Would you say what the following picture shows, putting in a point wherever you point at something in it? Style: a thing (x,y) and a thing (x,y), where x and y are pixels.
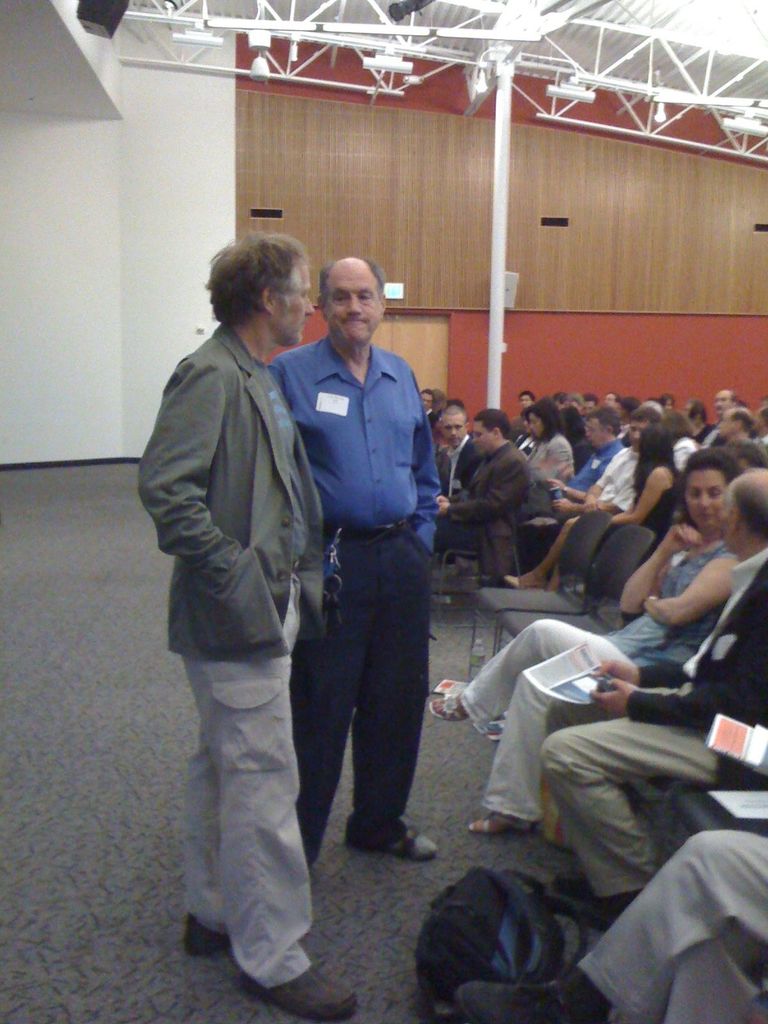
This picture is taken inside the room (487,382). In this image, on the right side (761,591), we can see a man (752,561) sitting on the chair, on the right side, we can see a bag (514,978). In the middle of the image (365,357), we can see two men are standing on the floor (407,955). In the background (415,343), we can see a door (404,343) which is closed. At the top (200,70), we can see a metal instrument (731,82) and a pole (503,124).
